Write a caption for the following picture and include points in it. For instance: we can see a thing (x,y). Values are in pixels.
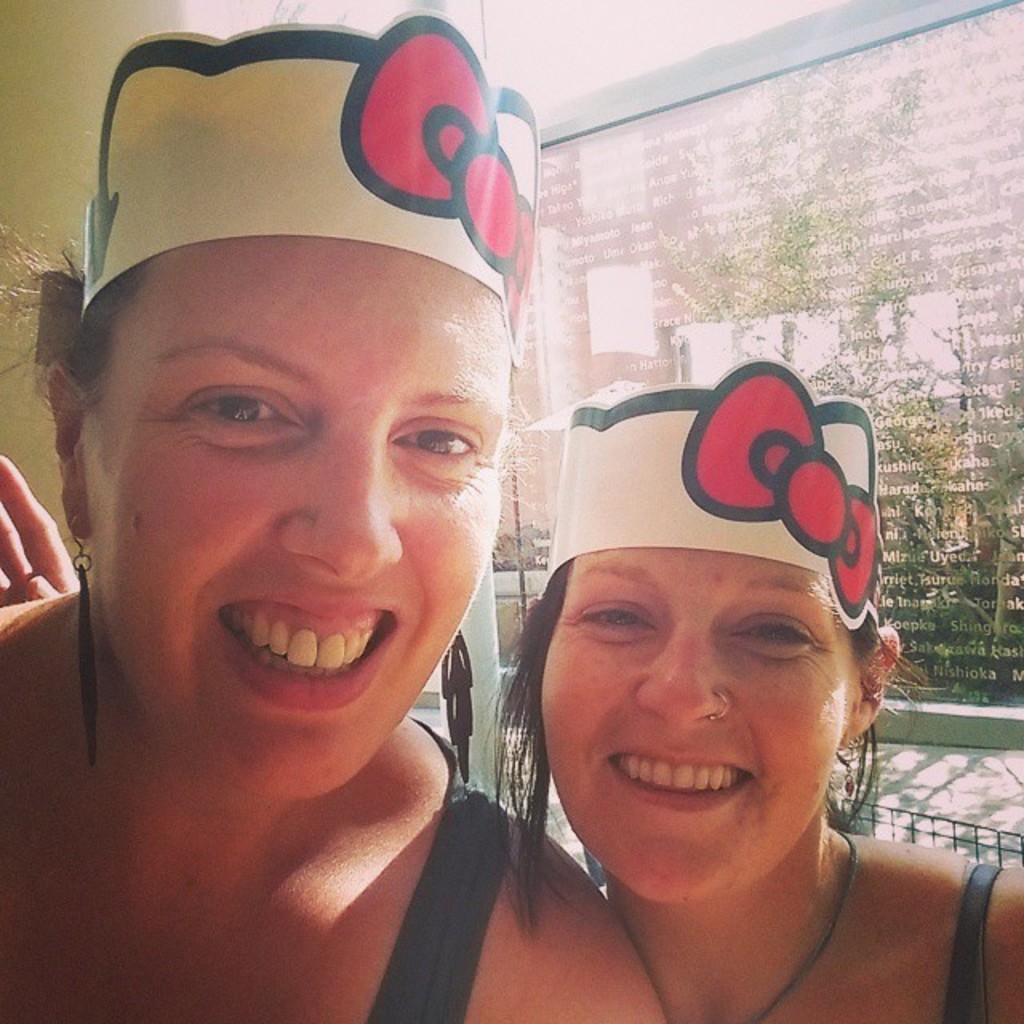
In this image we can see two women (571,608) wearing the hats (650,467). On the backside (634,380) we can see a glass window (563,432) with some text (764,232) on it, a metal grill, some plants (913,445) and a wall (20,386).
